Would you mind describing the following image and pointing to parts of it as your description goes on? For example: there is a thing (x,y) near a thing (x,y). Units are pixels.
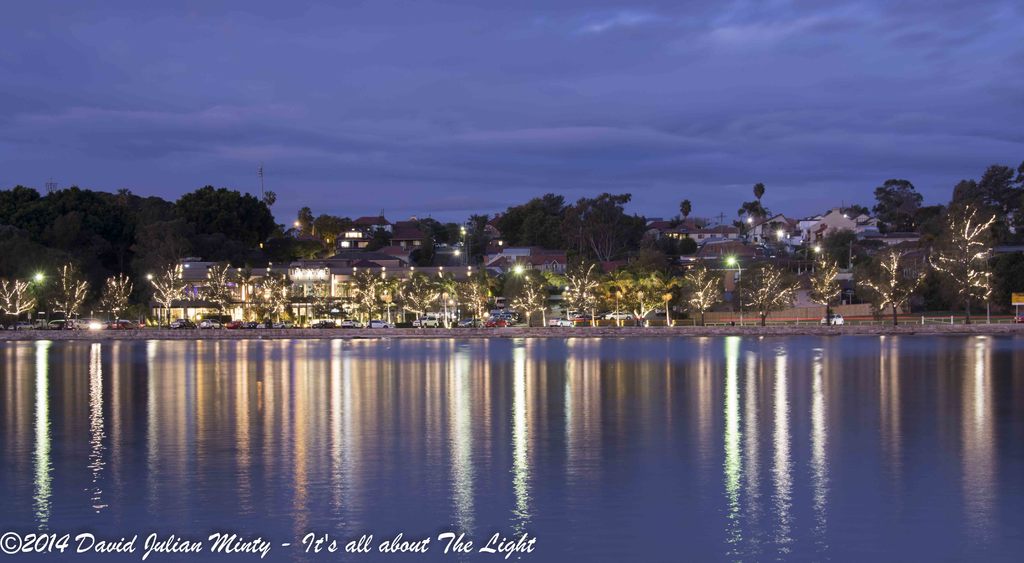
In this picture we can see water (720,435) at the bottom (686,451), in the background (802,251) there are some trees (702,268), buildings (757,262) and lights (458,254), there is the sky (561,79) at the top of the picture (561,76), at the left bottom (270,538) we can see some text (217,546).
